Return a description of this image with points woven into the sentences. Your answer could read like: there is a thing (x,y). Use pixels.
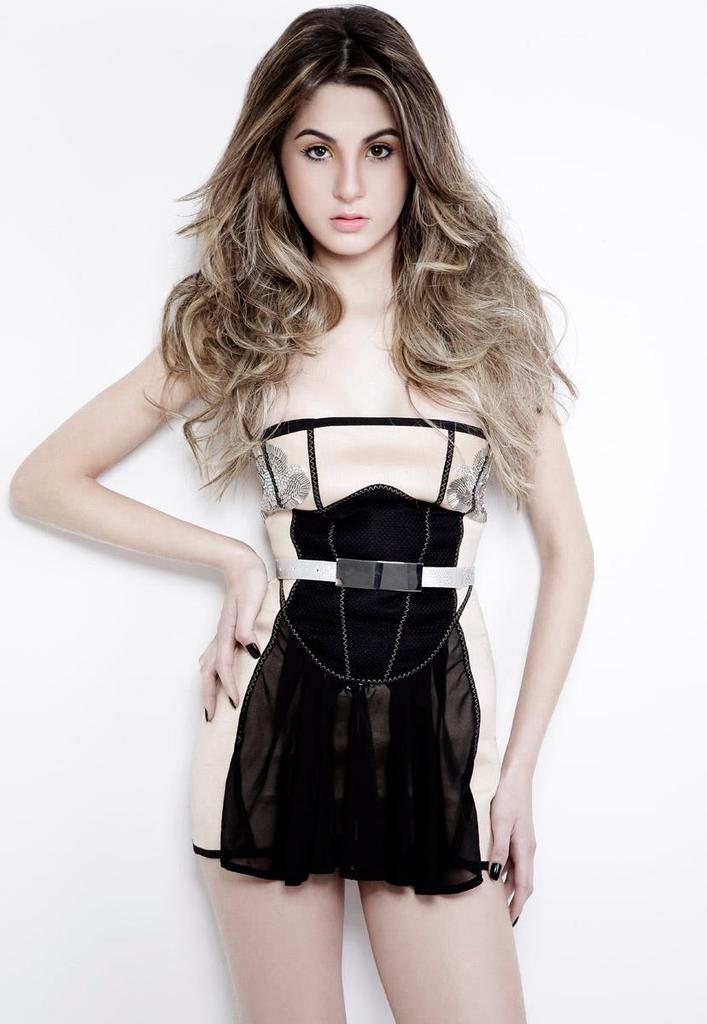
This image consists of a woman (414,541). She is standing. She is wearing a cream and black color dress (317,645).
